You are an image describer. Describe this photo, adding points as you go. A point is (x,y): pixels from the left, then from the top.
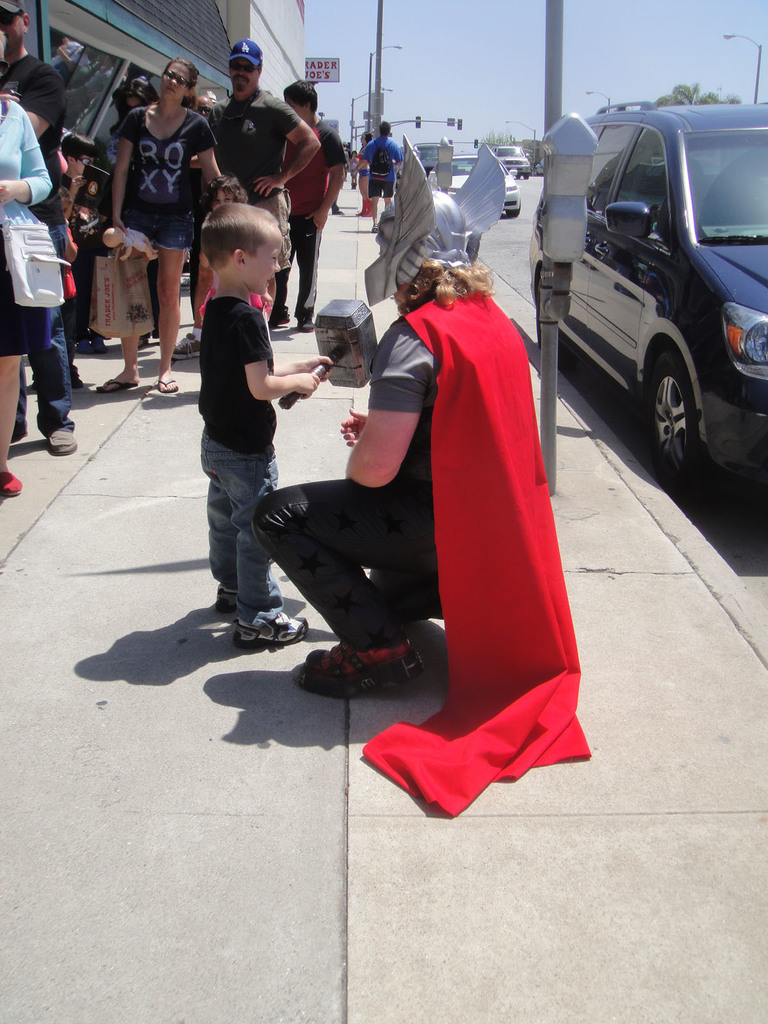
In this image we can see a person (381,513) wearing a costume (449,510). There is a boy (252,409) holding a hammer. In the background of the image (204,270) there are people (41,103), buildings (142,25), poles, vehicles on the road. At the bottom of the image (253,879) there is a pathway (141,882). To the right side of the image (744,447) there is a car (655,167), pole (555,0).
